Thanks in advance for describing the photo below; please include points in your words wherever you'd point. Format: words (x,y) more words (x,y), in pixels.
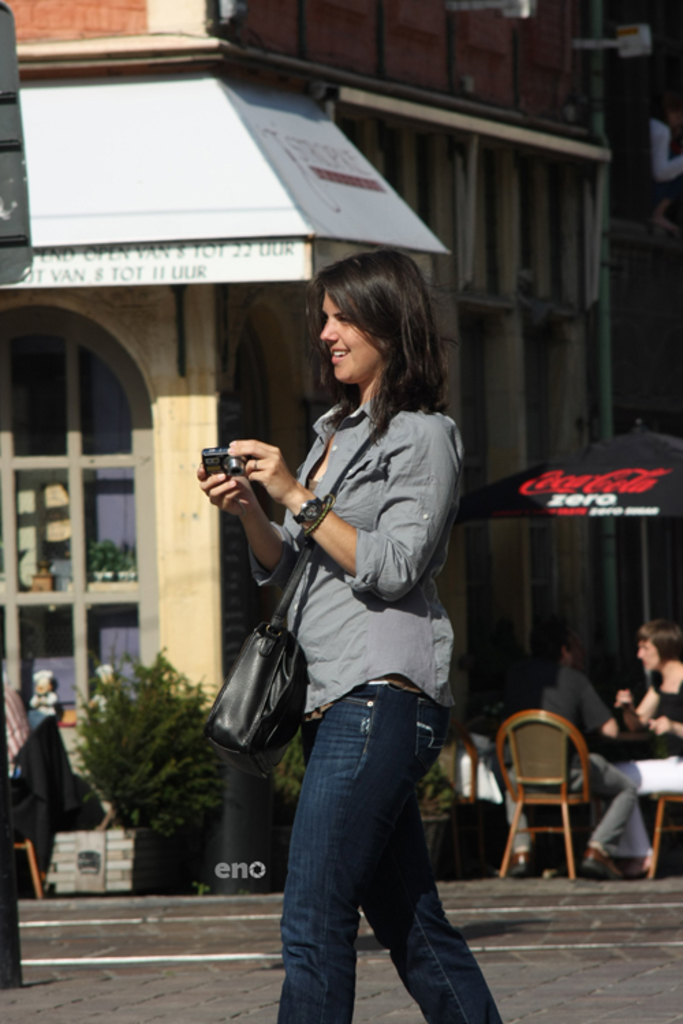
This is a picture of a lady (358,549) who wore a ash color shirt (371,516) and blue jeans (318,791) and holding a camera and a bag (302,562). Behind her there is a chair (567,721) and some people (567,703) sitting and some plants (115,746) around her.
